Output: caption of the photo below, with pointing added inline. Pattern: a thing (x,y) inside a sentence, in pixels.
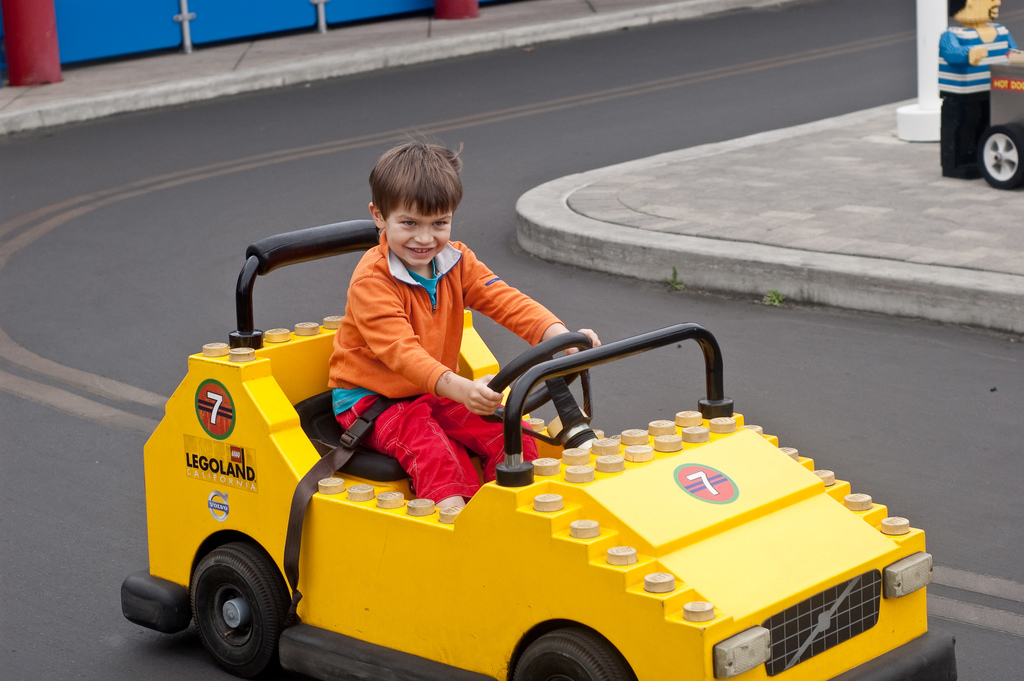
In this picture we can see a child (428,456) is driving a vehicle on the road (552,281), on the right side of the picture (956,85) we can see a doll (959,106) and one pole (937,39), the color of vehicle (424,522) is yellow.
